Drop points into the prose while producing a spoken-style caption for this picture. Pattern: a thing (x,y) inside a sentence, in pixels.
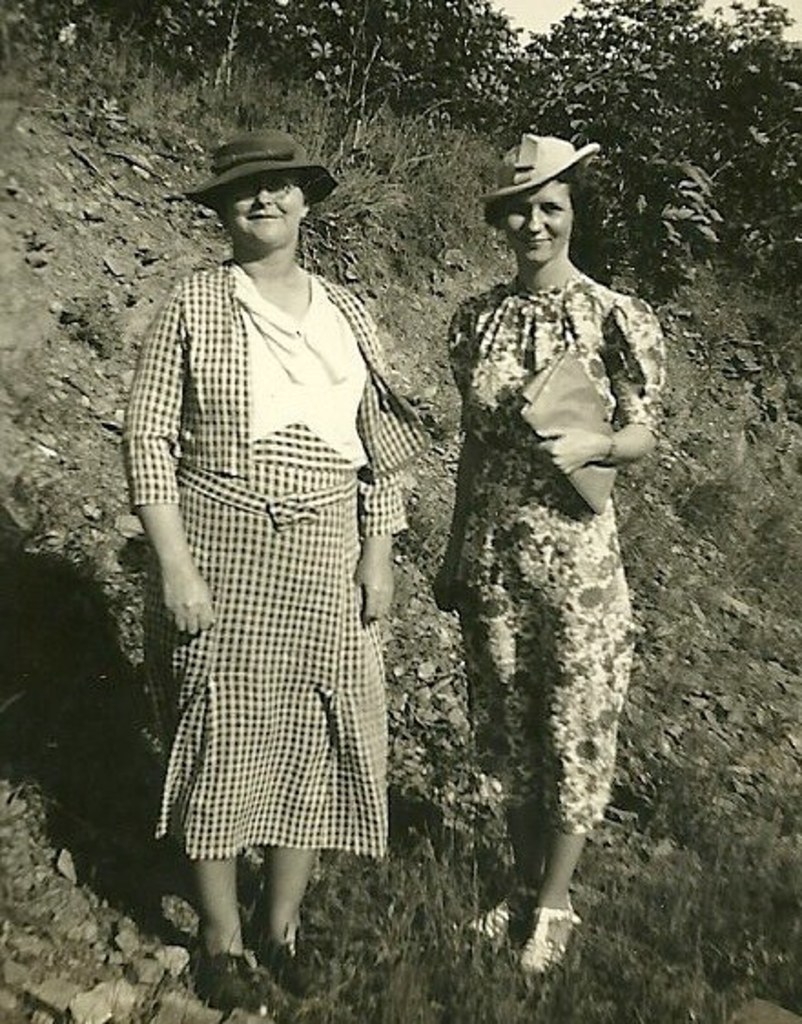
As we can see in the image in the front (355,733) there are two women (294,526) wearing hats (512,183) and standing. In the background (437,41) there are trees (570,89). There is grass (635,944) and at the top (555,14) there is sky (555,14).
